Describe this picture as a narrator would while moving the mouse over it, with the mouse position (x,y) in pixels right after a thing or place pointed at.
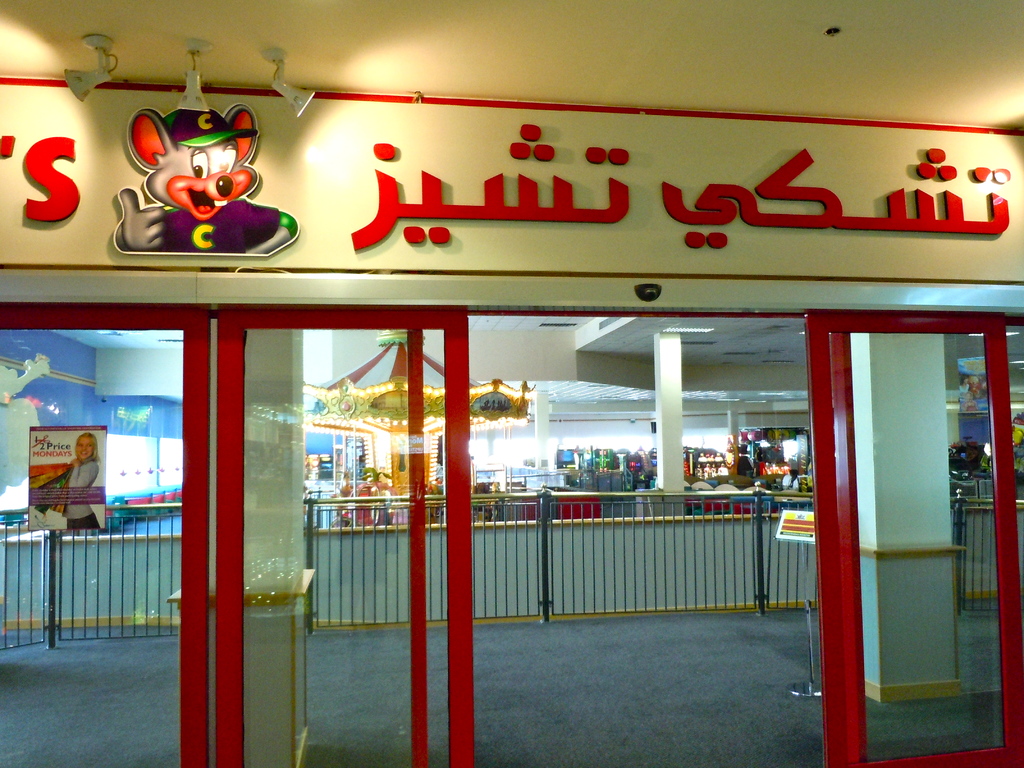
Here in this picture we can see a store front (257,192), as we can see doors (200,438) and on the wall (208,266) we can see some picture (167,199) and text (708,211) present and inside that we can see barricades (412,516) present and we can also see a merry go round (444,442) and we can see banners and some other things (729,448) also present and we can also see pillars (671,411) present and we can see lights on the roof (640,397) present.
